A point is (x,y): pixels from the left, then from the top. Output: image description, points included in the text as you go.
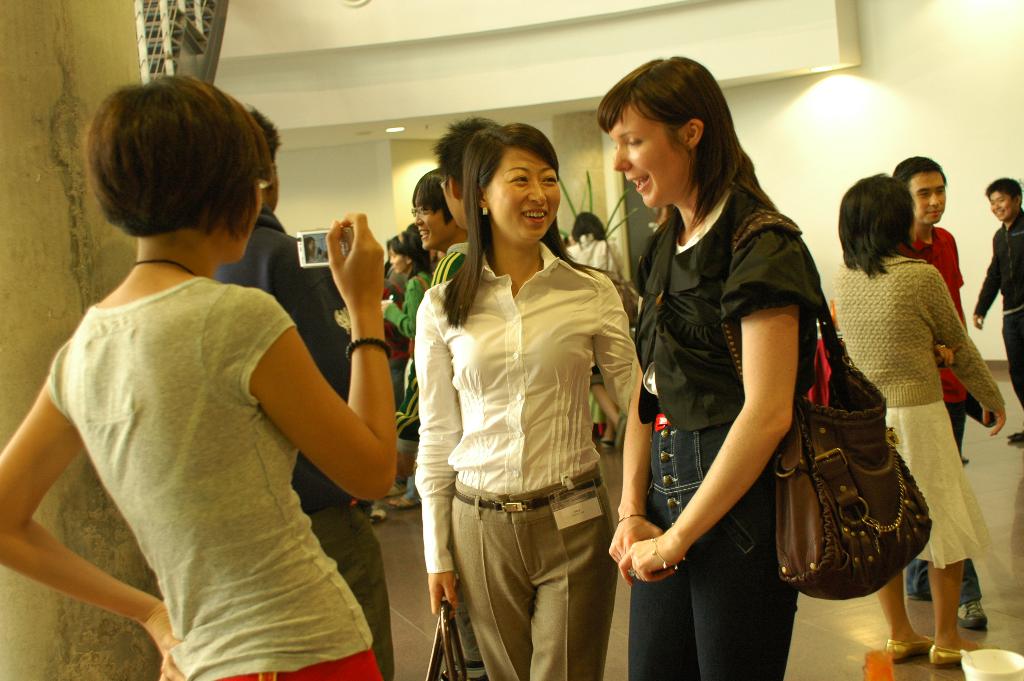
On the left side (219,348), there is a woman (235,199) holding a camera (314,255) and capturing the two women (662,530) who are smiling and standing. In the background (1019,343), there are other persons (893,185) on the floor (1021,534) and there is a white wall (642,24).
